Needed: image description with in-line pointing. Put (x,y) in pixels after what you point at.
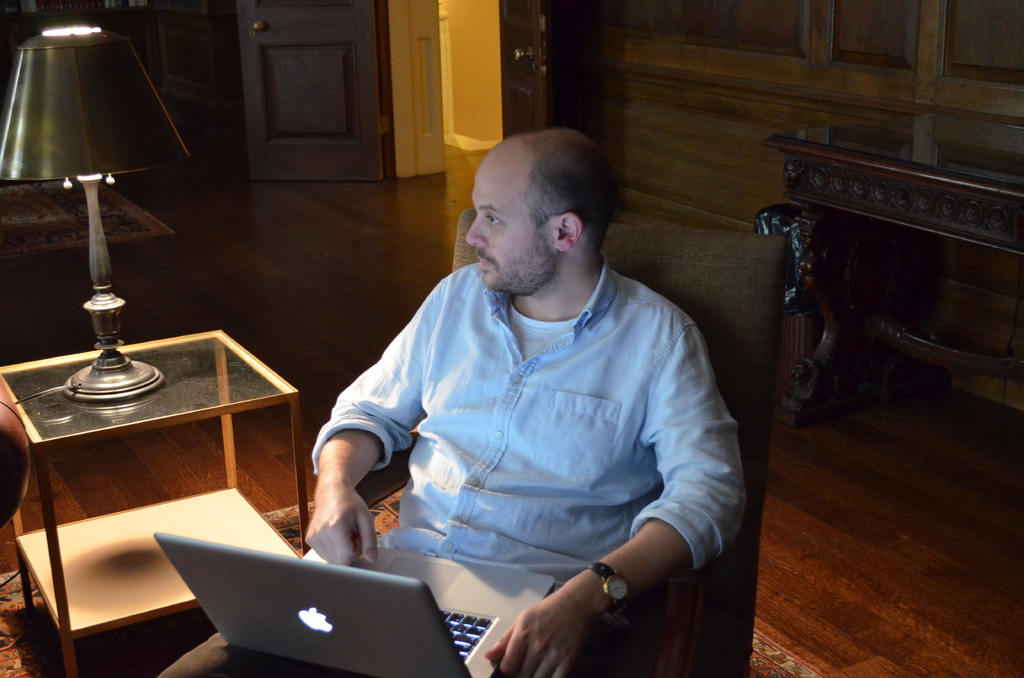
In this Image I see a man (646,651) who is sitting on chair (646,651) and there is a laptop (217,572) on him and there is a table (242,376) side to him on which there is a lamp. In the background (284,119) I see the door (297,98).
